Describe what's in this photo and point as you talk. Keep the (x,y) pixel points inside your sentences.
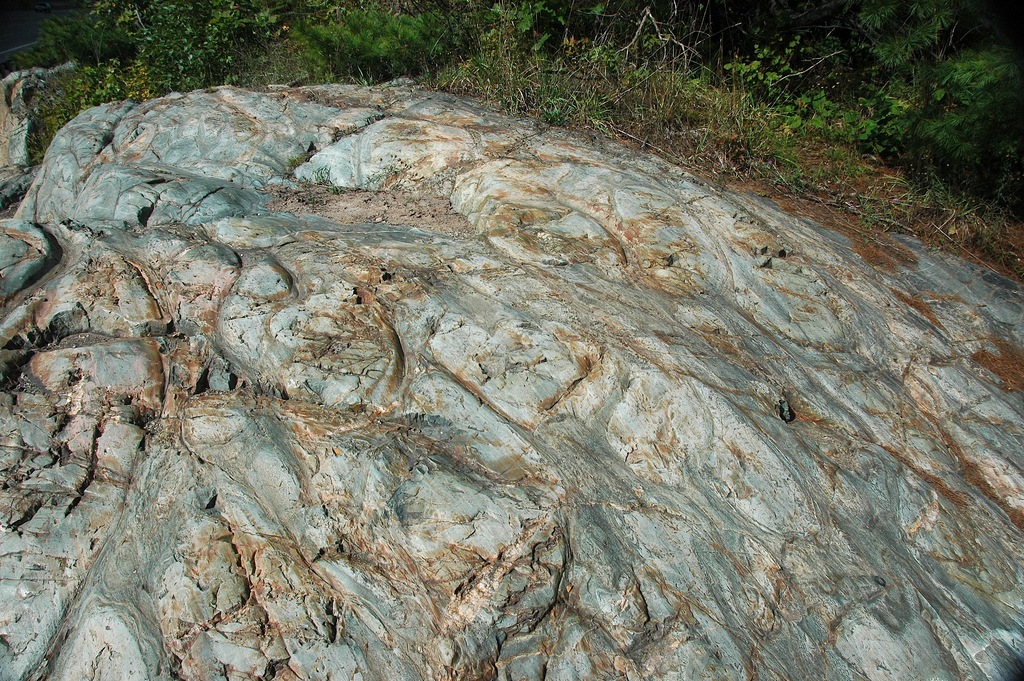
In this image I can see the rock (353,94) and few small plants (773,82) in green color.
